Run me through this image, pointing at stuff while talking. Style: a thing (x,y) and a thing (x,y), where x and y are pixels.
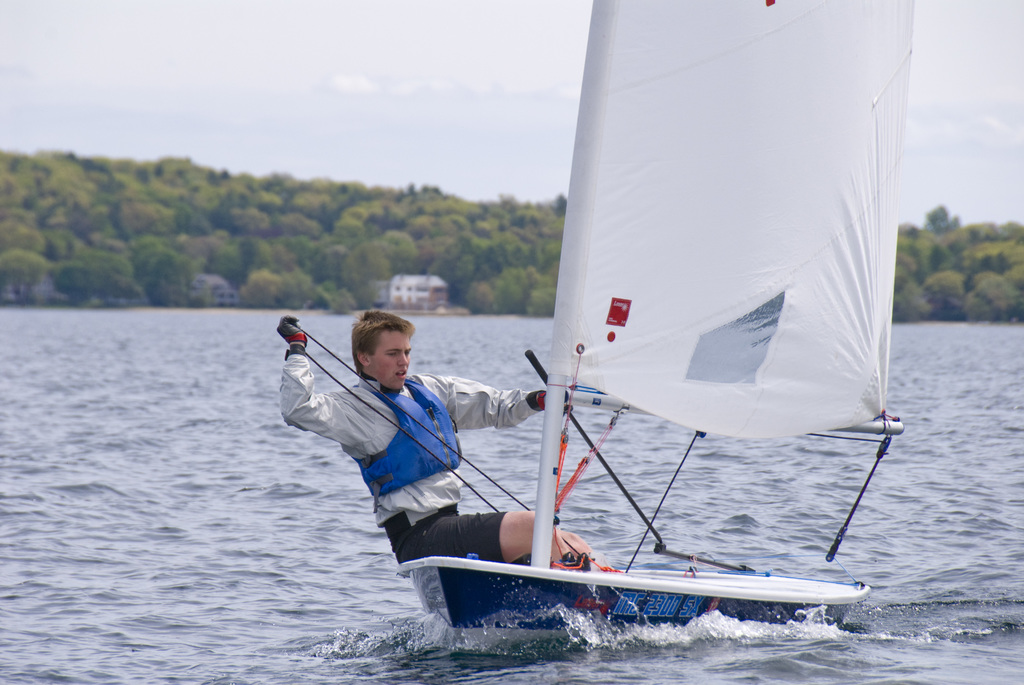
In this image I can see a person (402,473) is sitting inside the boat (714,570) and holding something. I can see the white cloth (706,275) and ropes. Back I can see the water (221,374), few trees (186,213) and sky (466,108) is in white color.
